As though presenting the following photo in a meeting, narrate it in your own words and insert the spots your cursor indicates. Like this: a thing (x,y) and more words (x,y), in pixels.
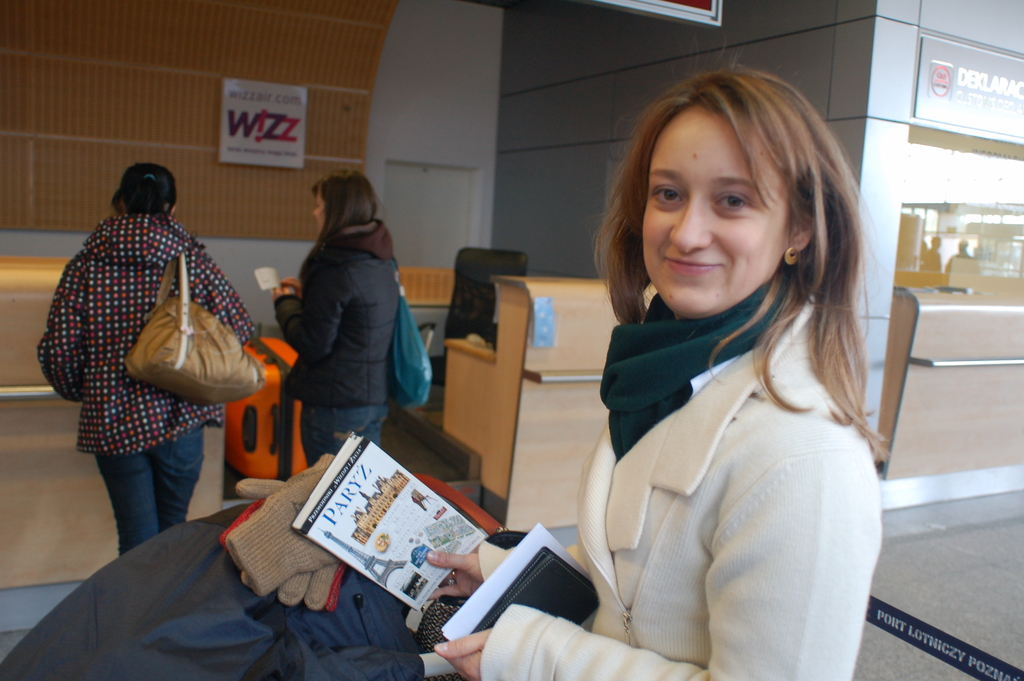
In this image we can see a group of women (673,412) standing. Two women (355,381) are carrying bags (422,379). One woman (588,517) is holding a book (464,535) and paper (516,561) in her hands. In the foreground (353,650) we can see a coat (169,643) and gloves (319,559). In the background (67,440), we can see a chair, tables (886,494), building (890,94), sign board (997,98) with some text (238,119) and a ribbon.
